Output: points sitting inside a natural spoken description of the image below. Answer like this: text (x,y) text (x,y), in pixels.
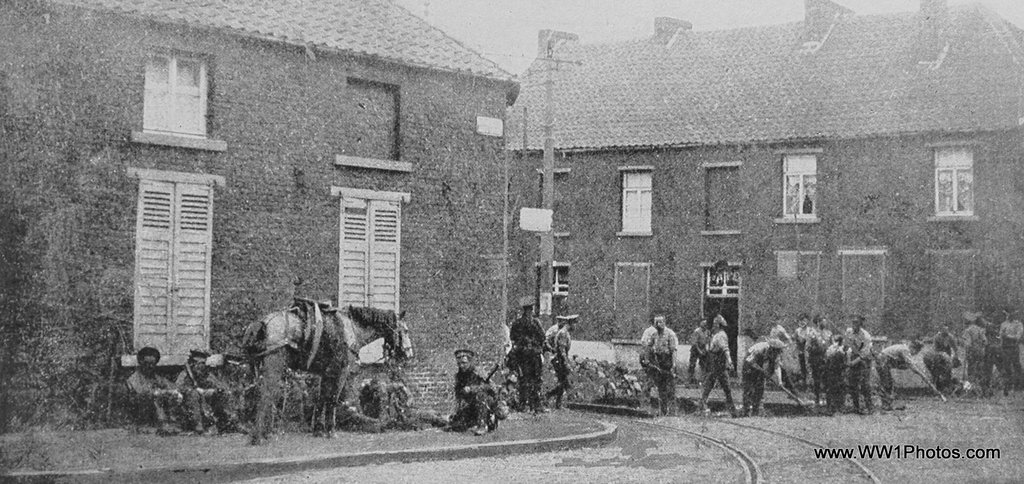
This is a black and white image. There are people (464,374) in the foreground of the image (472,371). There is a horse (350,315). In the background of the image (392,145) there are houses (680,134). There are windows (188,80). There are doors (351,206). At the bottom of the image (663,461) there is road (607,460).
